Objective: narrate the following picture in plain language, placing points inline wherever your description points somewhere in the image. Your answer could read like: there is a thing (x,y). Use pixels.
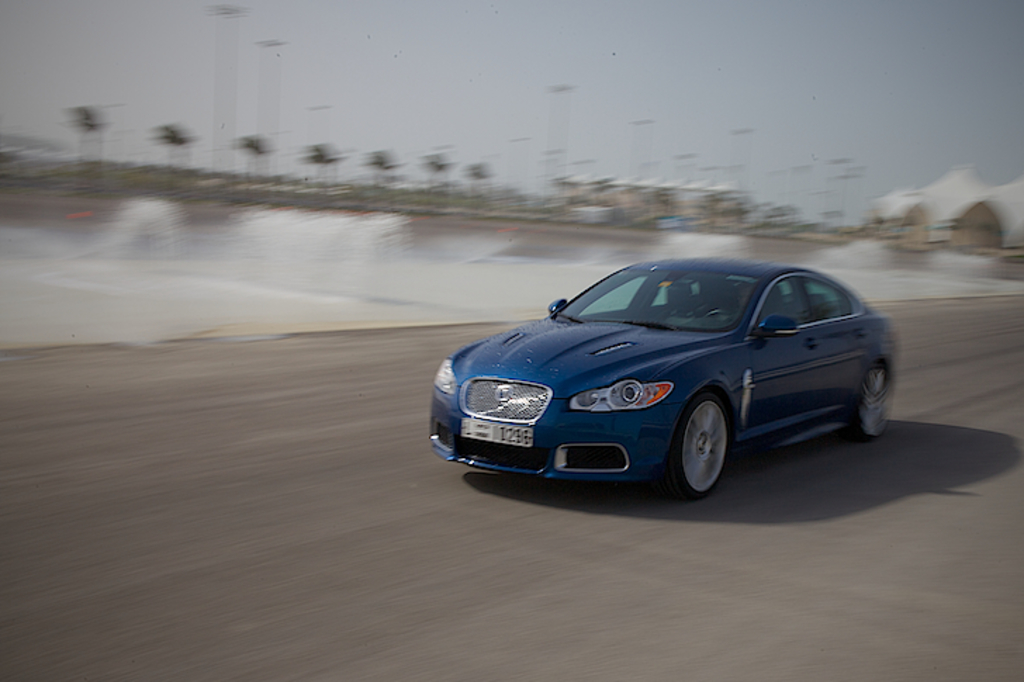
In this picture we can see a car (552,462) on the road (544,516). Behind the car (572,334), there are trees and some blurred objects (929,204). At the top of the image (469,52), there is the sky (468,42).
